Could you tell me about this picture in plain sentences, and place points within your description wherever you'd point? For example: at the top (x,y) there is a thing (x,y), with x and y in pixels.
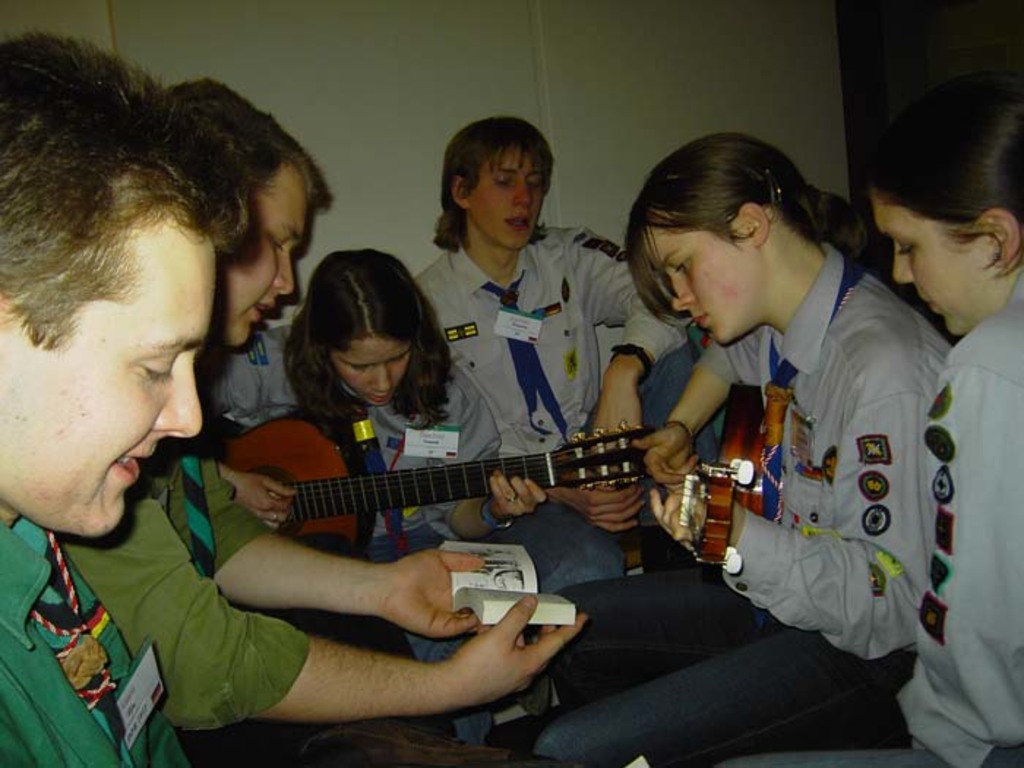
There is a group of people (61,128). They are sitting on a chairs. They are wearing id cards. The middle of the person (371,392) is holding a guitar (555,477). On the left side of the person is holding a book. We can see in background (438,102) wall (420,172).
